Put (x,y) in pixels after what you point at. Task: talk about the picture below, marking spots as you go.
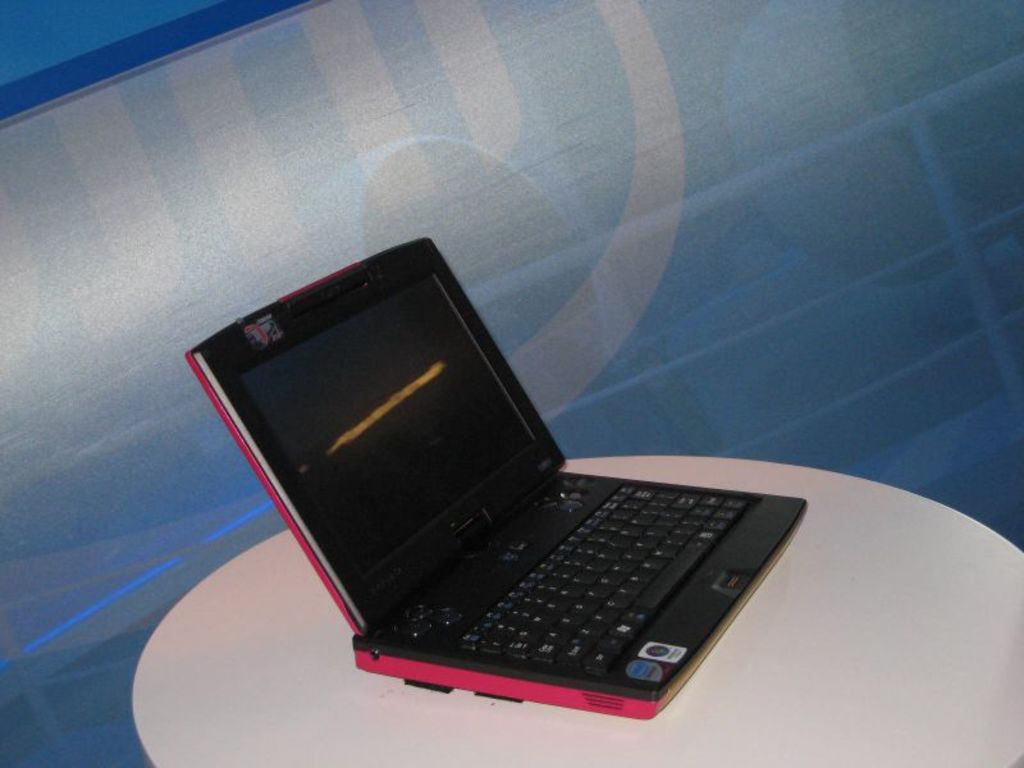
In this image we can see a laptop (650,615) placed on the table (250,591).
